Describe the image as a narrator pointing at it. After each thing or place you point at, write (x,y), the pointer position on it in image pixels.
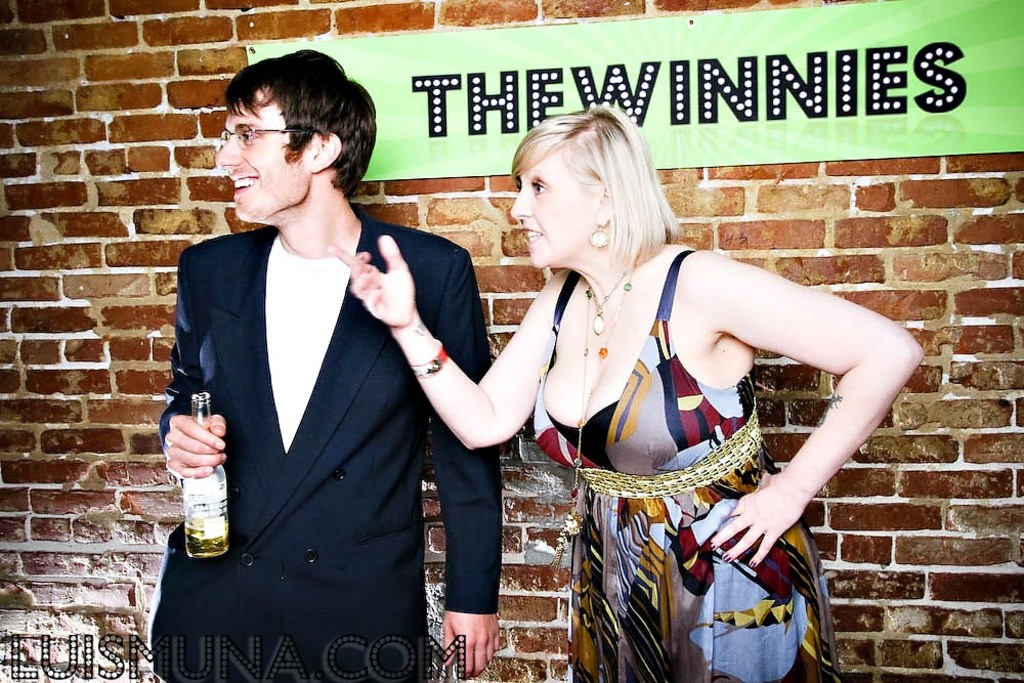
In the picture we can see a man (260,551) and a woman (713,551) are standing, man (288,551) is in a blazer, white T-shirt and he is holding a beer bottle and behind them we can see a wall (88,214) with a name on it as the winnies.
